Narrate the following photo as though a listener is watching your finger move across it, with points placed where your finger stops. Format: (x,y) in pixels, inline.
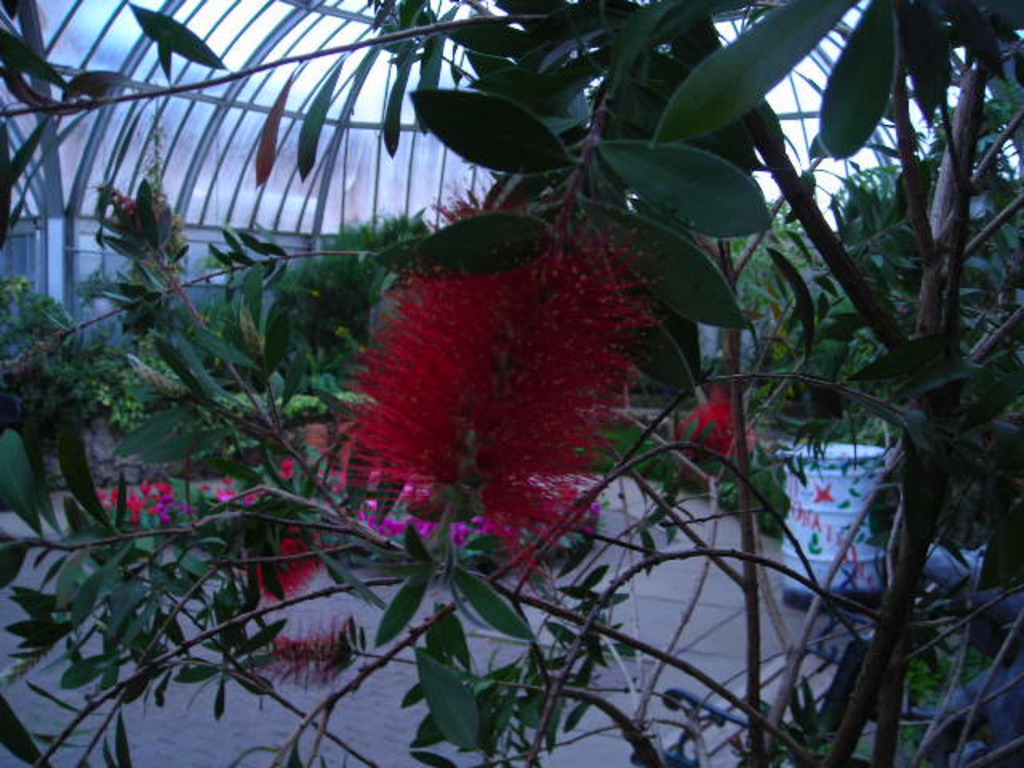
In the foreground of the picture (79,725) there are flowers (548,525) and plants (742,258). In the background (324,306) there are plants (305,400) and trees (328,270). At the top (286,135) it is ceiling (369,123).
